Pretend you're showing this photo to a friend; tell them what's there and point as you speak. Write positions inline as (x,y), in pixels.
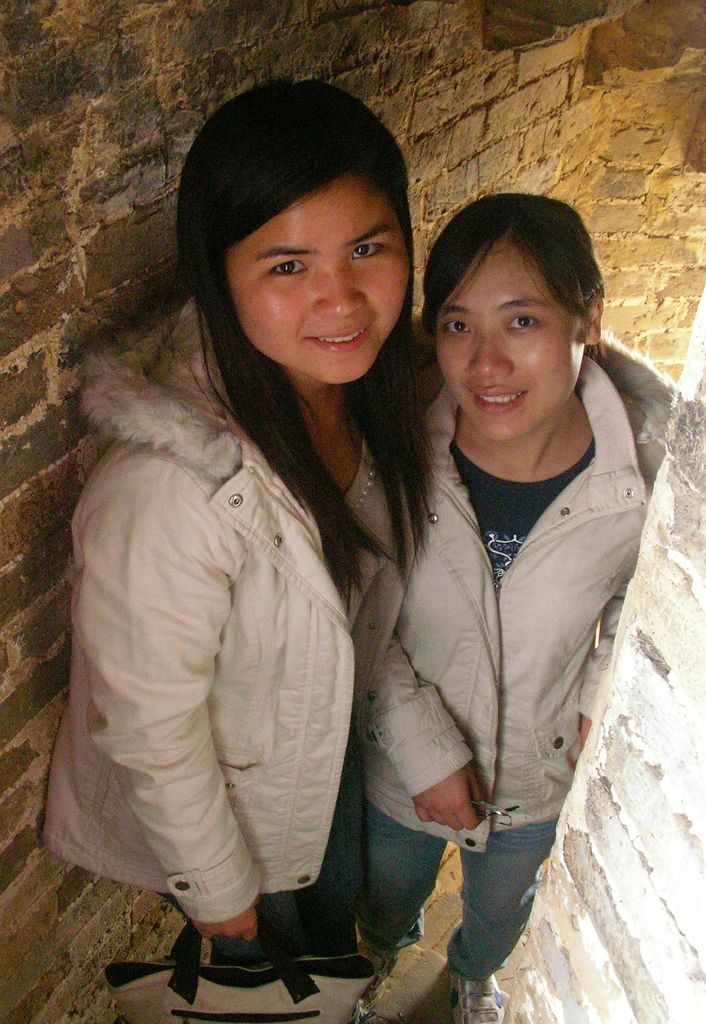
In front of the image there is a person (277,803) holding the bag (191,1013). Beside her there is another person (454,605) standing. Behind them there is a wall (296,34).
